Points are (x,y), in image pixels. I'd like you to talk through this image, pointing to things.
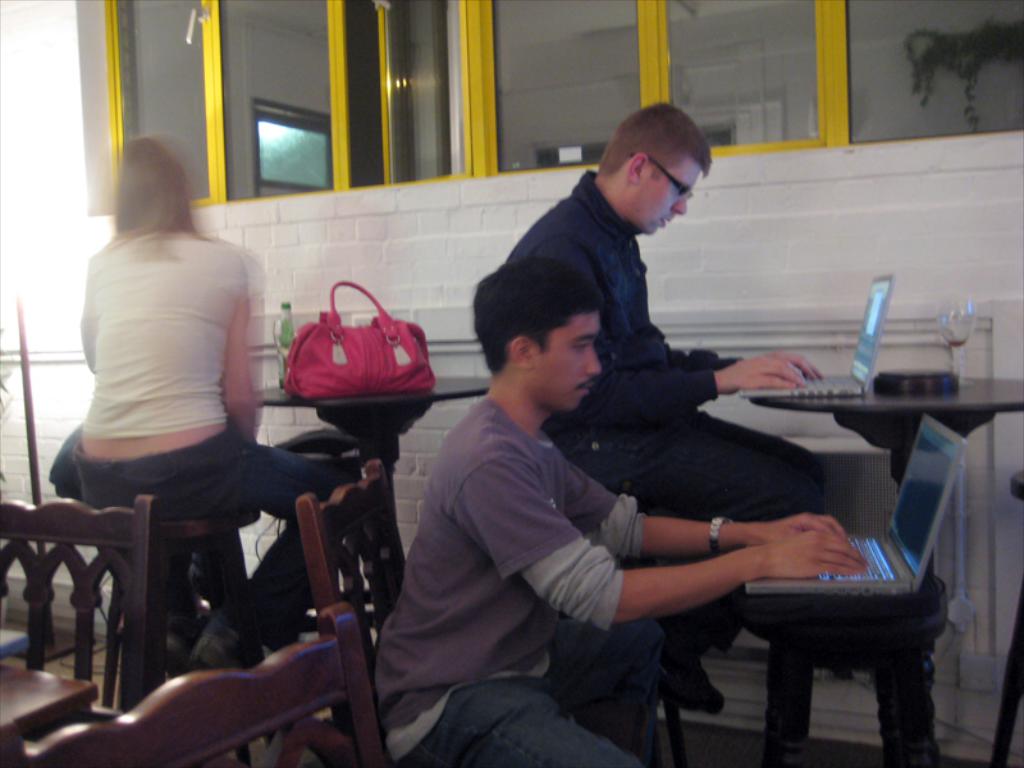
This image is clicked in a restaurant (550,398). There are two men (542,447) and one woman (199,492). In the front (633,518), the man (597,580) is operating laptop (914,511). To the left (293,404), there is a table (352,420) on which, a pink handbag (301,371) is kept. In the background (16,288), there is a wall (473,289) and windows (492,94).
